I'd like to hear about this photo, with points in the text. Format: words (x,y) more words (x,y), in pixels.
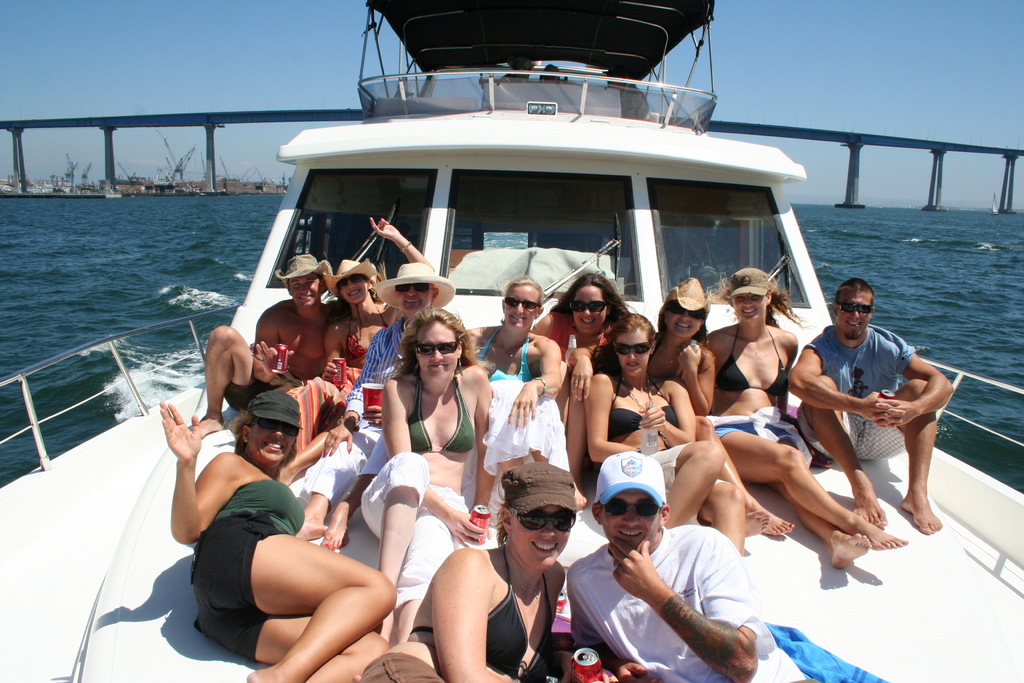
In this picture we can see a group of people (421,367) on the boat (473,312) and the boat (373,247) is on the water (97,267). Some people (480,431) are holding the tins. Behind the boat (316,168), there are some objects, a bridge (860,140) and the sky (280,22).
